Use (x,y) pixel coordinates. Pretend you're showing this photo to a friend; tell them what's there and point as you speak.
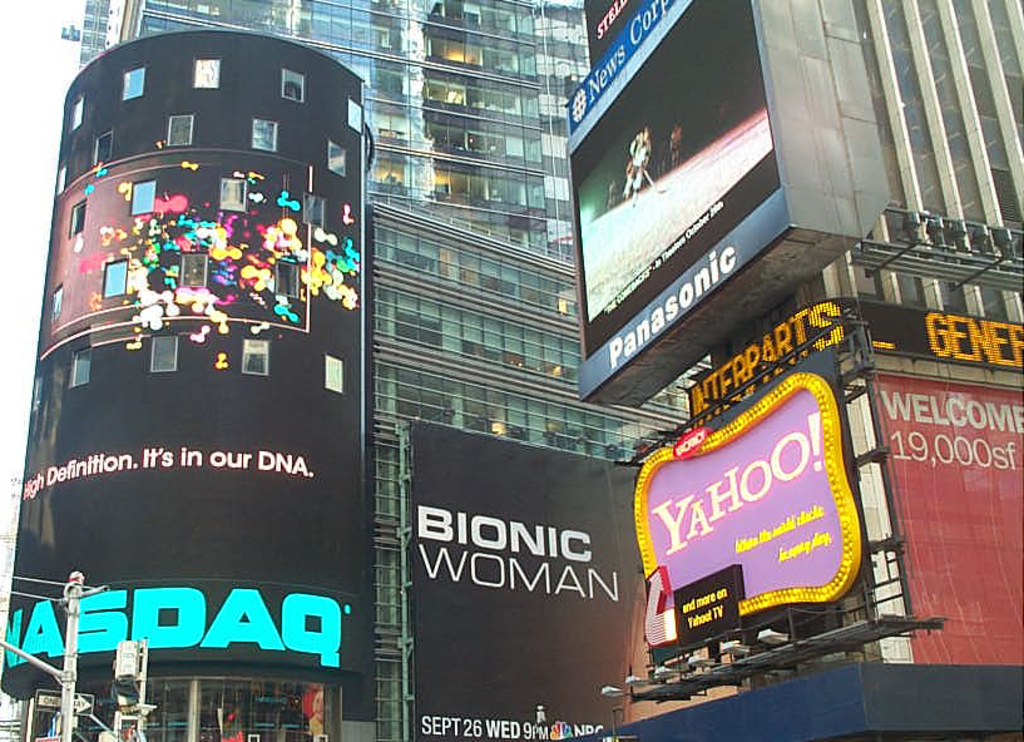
In the image there are some buildings (456,119) and banners (822,427) and poles (68,586) and lights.
